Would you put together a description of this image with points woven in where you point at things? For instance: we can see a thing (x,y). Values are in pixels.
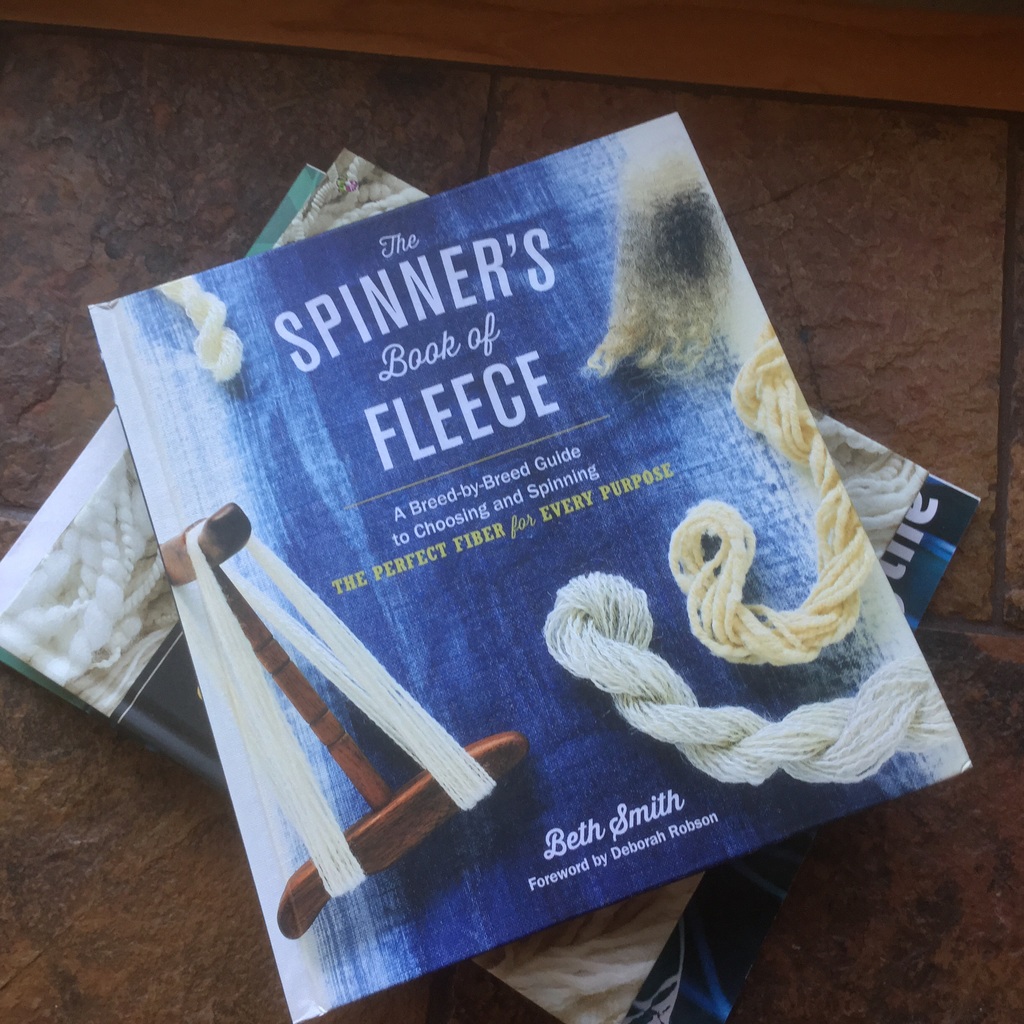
We can see books (388,635) on the surface (867,220).
